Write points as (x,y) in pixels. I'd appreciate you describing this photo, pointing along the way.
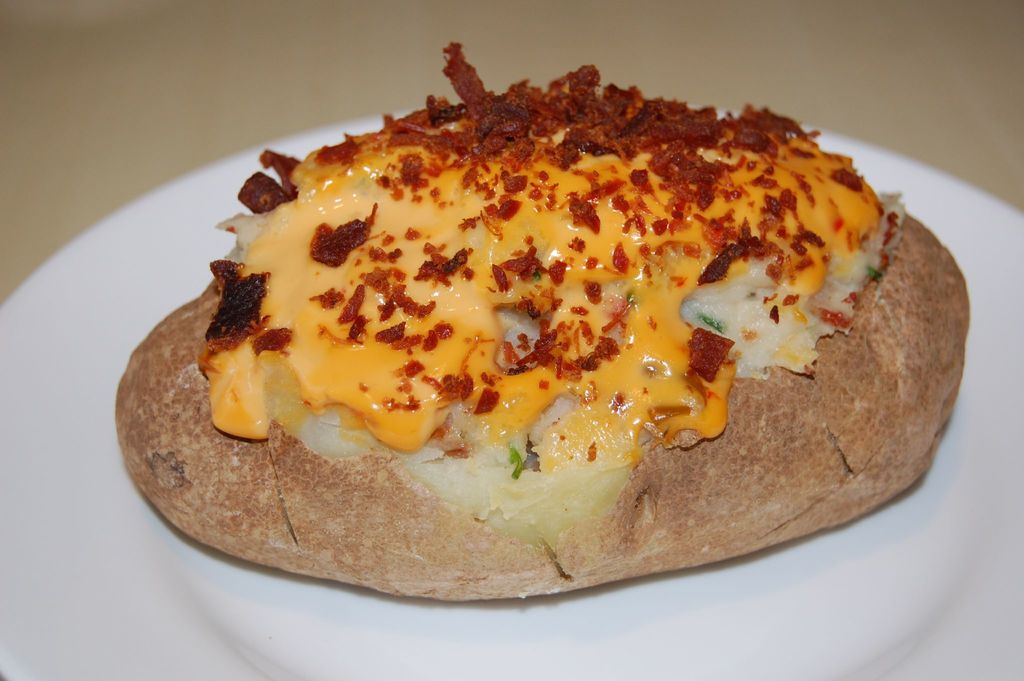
In this picture we can see food (646,438) in the plate (802,563).
